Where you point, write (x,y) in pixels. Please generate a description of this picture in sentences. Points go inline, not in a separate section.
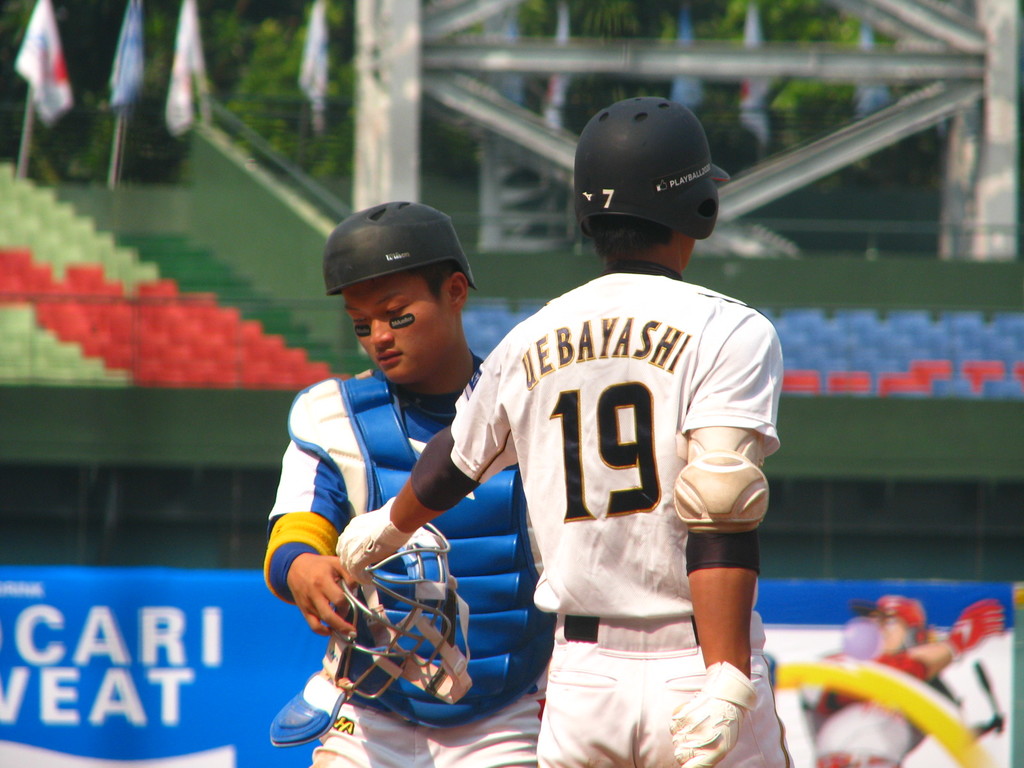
In the foreground of the picture (535,757) we can see two persons (522,420) they are wearing helmets (616,185). In the background (95,313) we can see flags (32,52), trees (15,101), iron frame (417,100), chairs (893,343) and board (167,668). The picture might be taken in a stadium (832,169).
